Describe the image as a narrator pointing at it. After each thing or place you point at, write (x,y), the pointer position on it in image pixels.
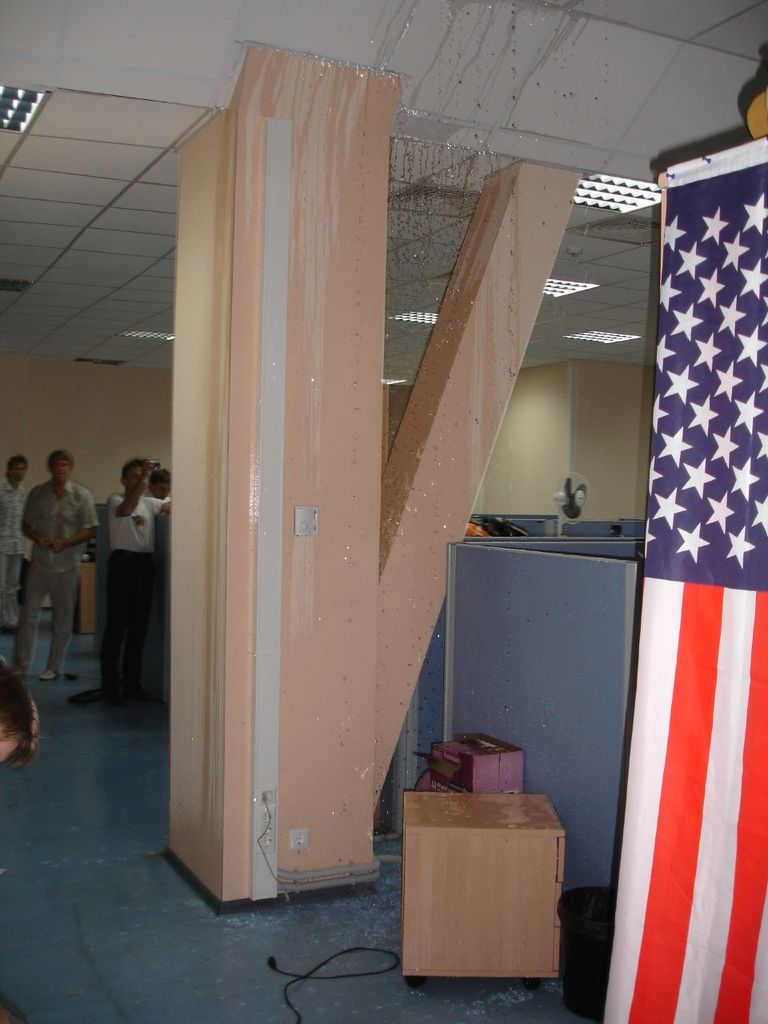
In the center of the image (407,523) there is a pillar (183,421). In the background of the image (127,469) there are people (15,532) standing. There is a box (484,975) at the bottom of the image (530,969). There is a flag (630,1013).
